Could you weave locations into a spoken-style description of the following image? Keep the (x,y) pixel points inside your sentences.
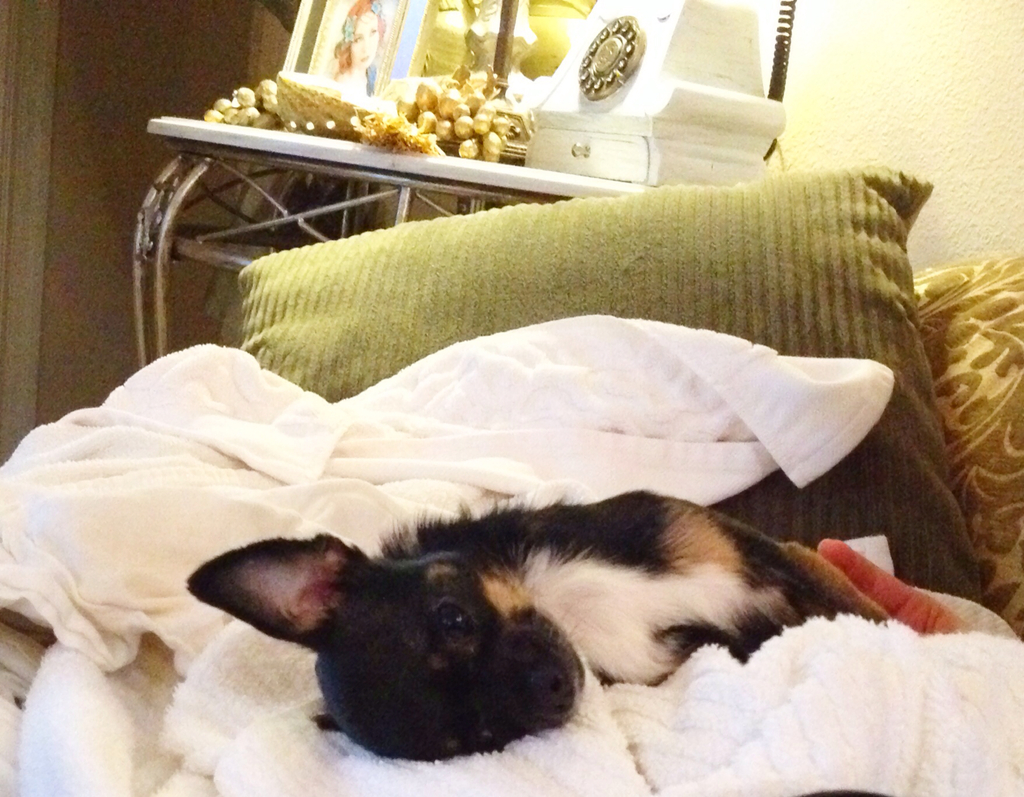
In this image i can see a dog (477,546) on the bed (232,532) at the background (488,274) i can see a pillow (362,255), a frame (366,58) on a table (337,144) and a wall (808,110).
